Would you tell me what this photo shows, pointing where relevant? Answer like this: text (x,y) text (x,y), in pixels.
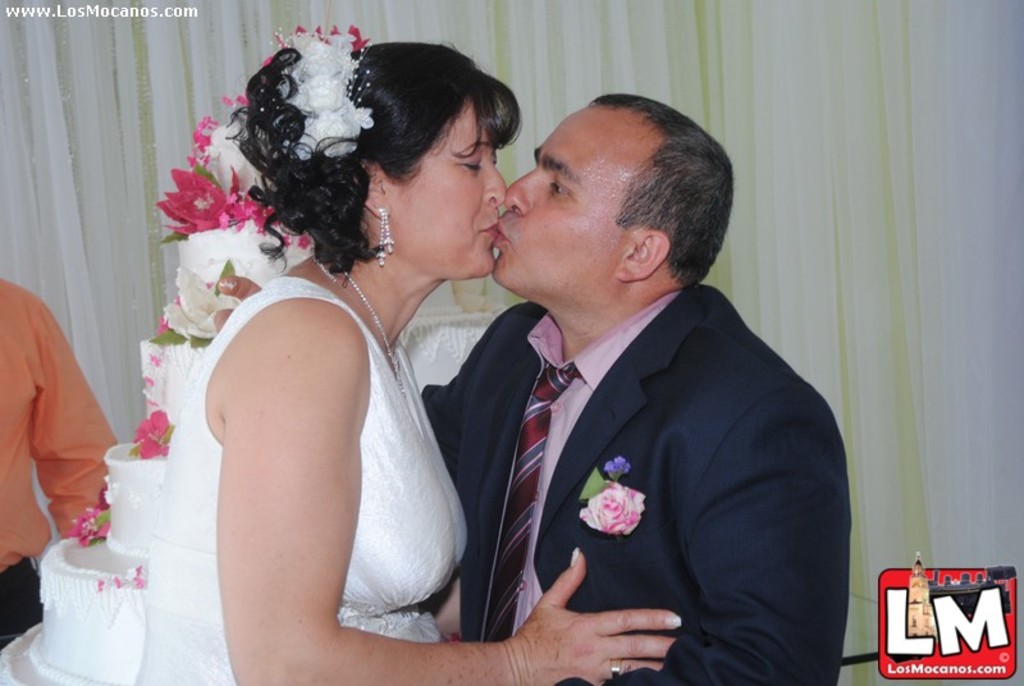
There are two people (462,404) kissing each other, behind these two people (331,356) we can see cake (66,616) with flowers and person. In the background (65,286) we can see white curtains (579,44). Top left of the image (93,6) we can see text (80,16).
